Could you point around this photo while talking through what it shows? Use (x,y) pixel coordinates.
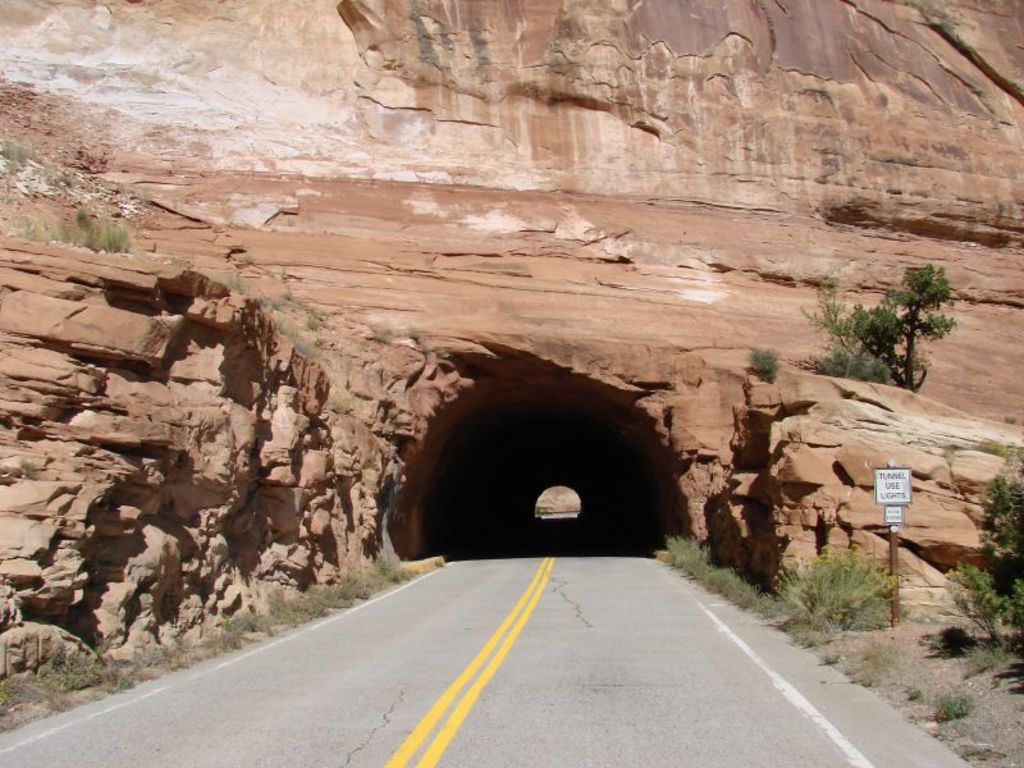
In this image we can see a tunnel (492,464), mountain (350,300) and the road (646,659). We can see a board (908,482) and plants (1015,539) on the right side of the image (980,593).
